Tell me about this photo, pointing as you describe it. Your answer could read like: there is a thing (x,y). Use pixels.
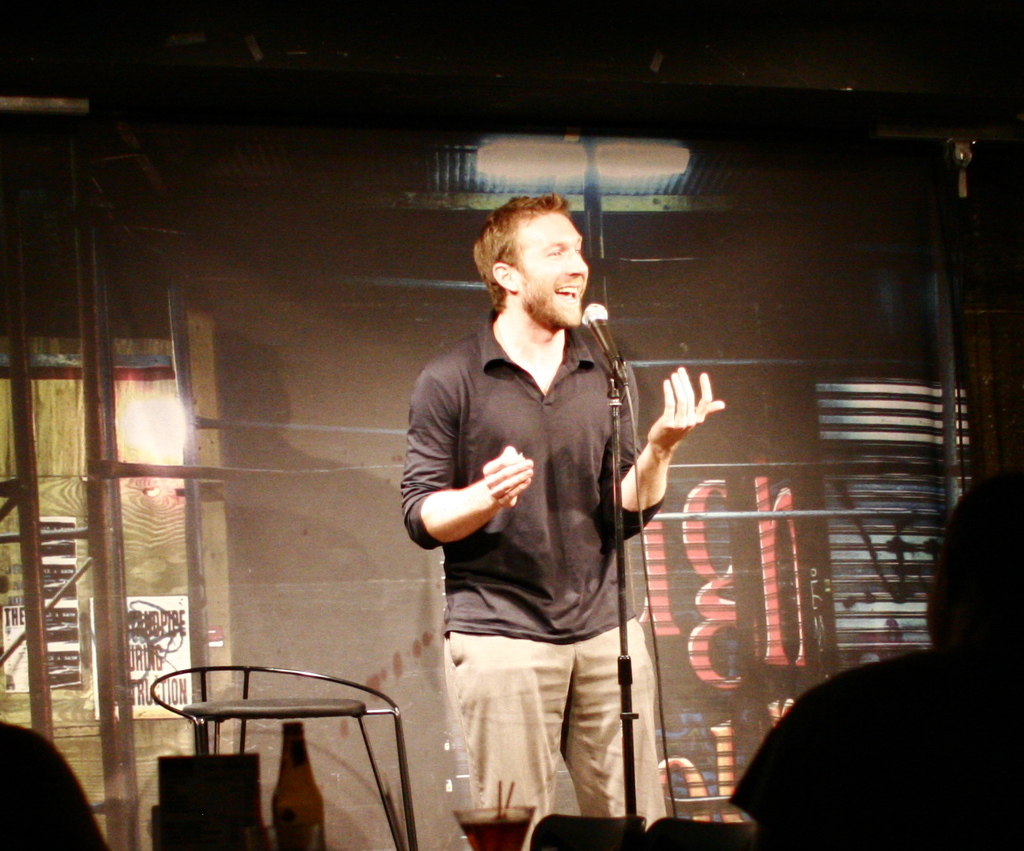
In this image I can see a person (513,564) wearing black and cream colored dress (506,542) is standing in front of a microphone (588,324). I can see a glass (490,811), a bottle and few persons (1014,713). In the background (404,627) I can see the wall (592,158), the ceiling (587,109), a light (581,143), the window (122,557) and few metal rods (99,516).
